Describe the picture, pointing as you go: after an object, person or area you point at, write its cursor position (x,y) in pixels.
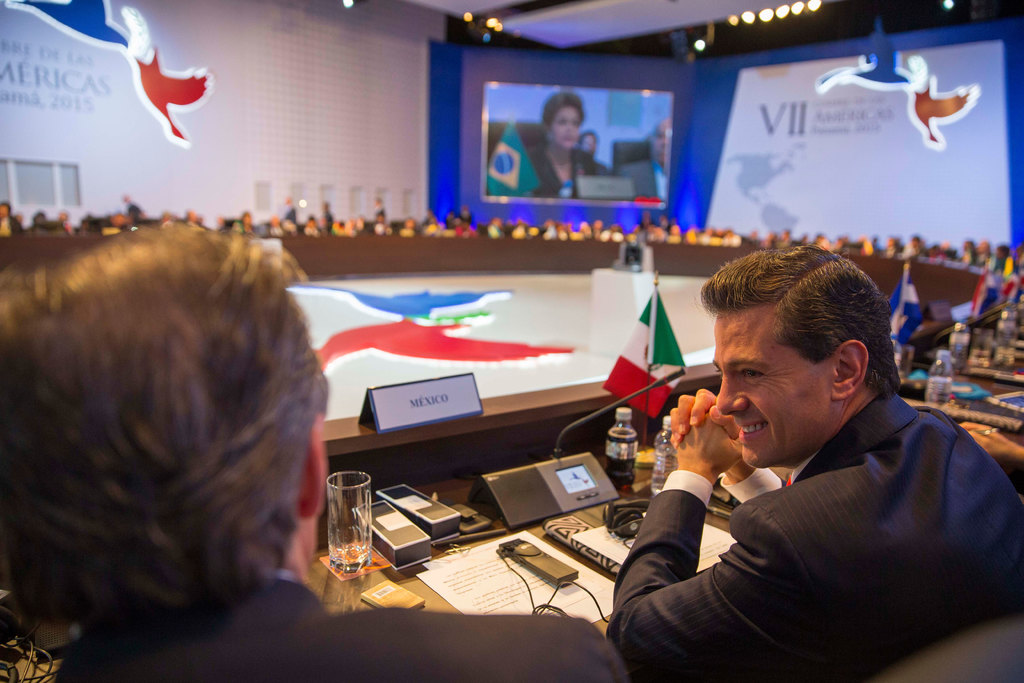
In this image we can see some people (911,579) sitting on chairs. In the foreground of the image (655,391) we can see some flags (647,404), papers (604,537), books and some microphones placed on the table (442,480), we can also see a board (450,391) with some text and some devices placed on the surface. In the background (580,199) we can see a screen (573,182) on the wall (535,212) and a banner (873,175) with some text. At the top of the image (939,2) we can see group of lights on the roof (924,7).
